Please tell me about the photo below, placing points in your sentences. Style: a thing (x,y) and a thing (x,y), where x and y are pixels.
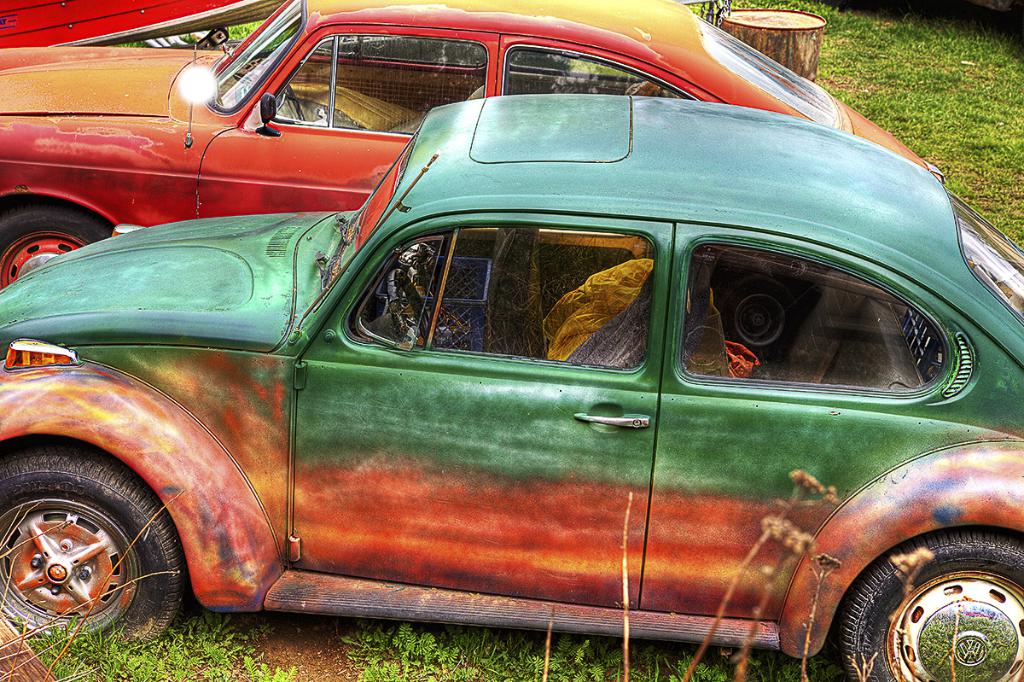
In this image I can see few vehicles (262,217). In front (474,433) the vehicle (262,217) is in orange and green color. Background (966,53) I can see the grass (926,77) in green color.
